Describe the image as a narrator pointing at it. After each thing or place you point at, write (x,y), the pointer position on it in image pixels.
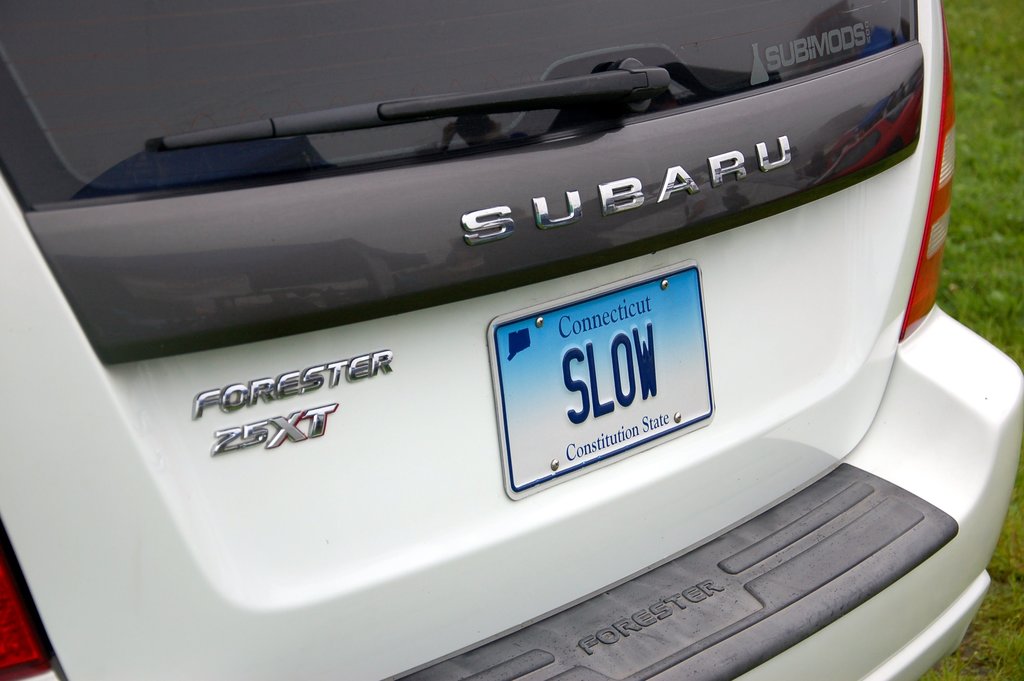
In this image we can see a white color vehicle (620,341) with some text (618,371) on it, also we can see the grass (983,56).
